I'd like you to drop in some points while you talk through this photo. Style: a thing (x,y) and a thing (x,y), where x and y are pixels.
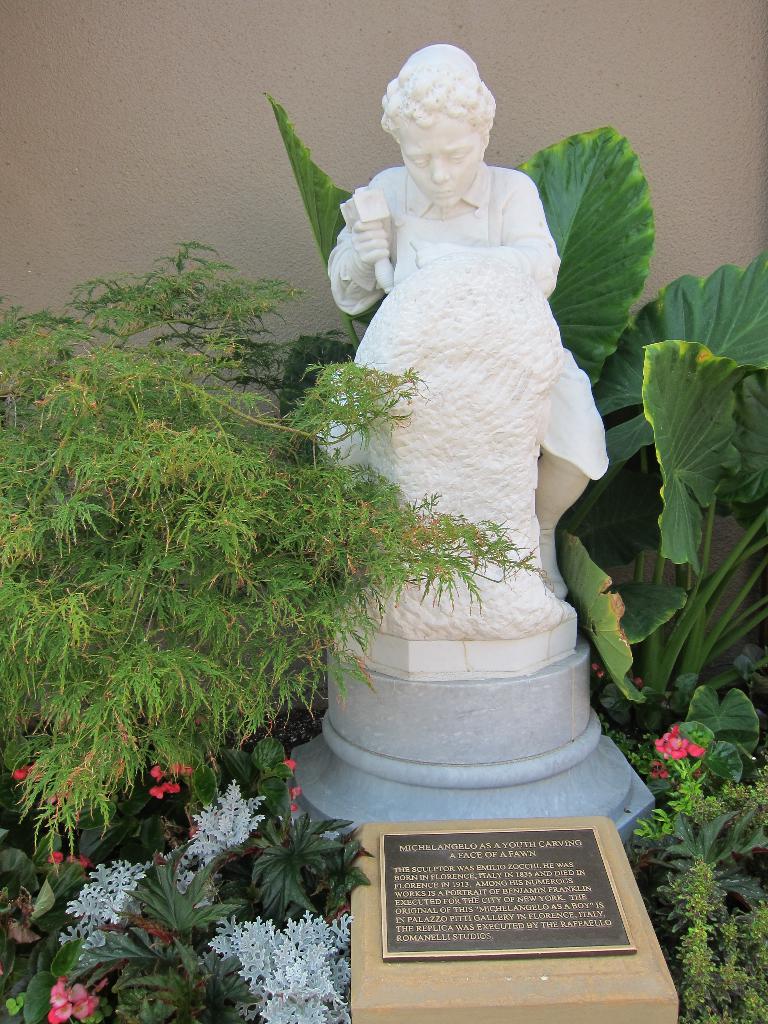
In this picture we can see a statue (443,249) of a person (413,209) and a stone (480,382) and in front (326,1003) the statue (458,450) there is a headstone (442,837) and flower plants (134,903). Behind the statue (411,464) there is a wall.
